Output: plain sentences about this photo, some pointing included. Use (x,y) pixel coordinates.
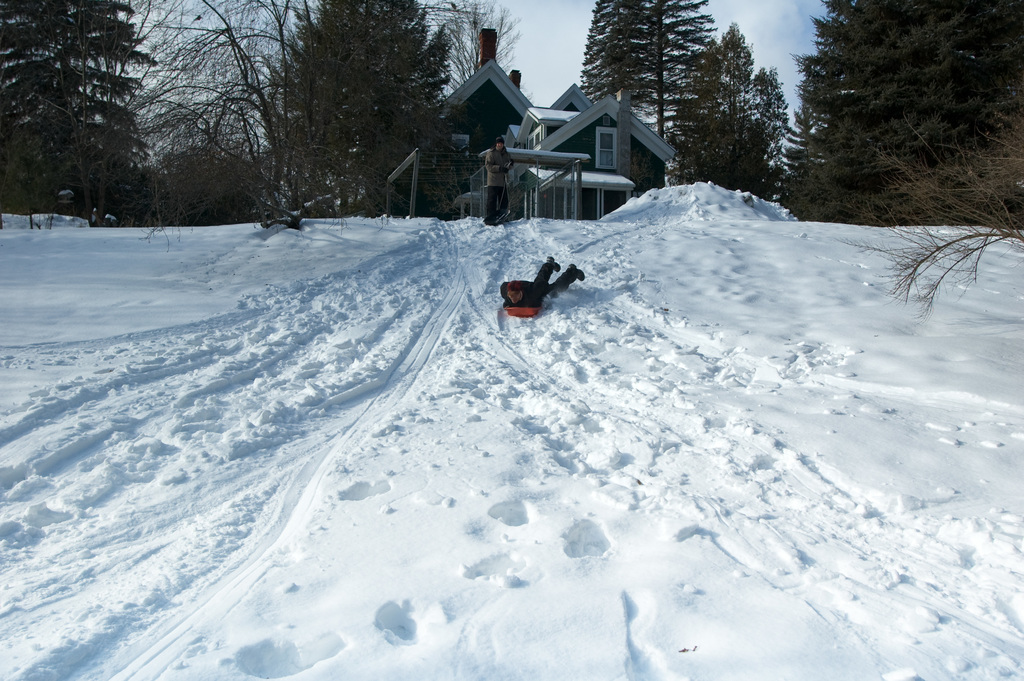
Here we can see a person (555,286) lying on a board (518,309) and skating on the snow (396,379). In the background (493,159) we can see a person (500,172) standing on the snow (444,227), house (559,127), windows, trees (701,118) and sky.
